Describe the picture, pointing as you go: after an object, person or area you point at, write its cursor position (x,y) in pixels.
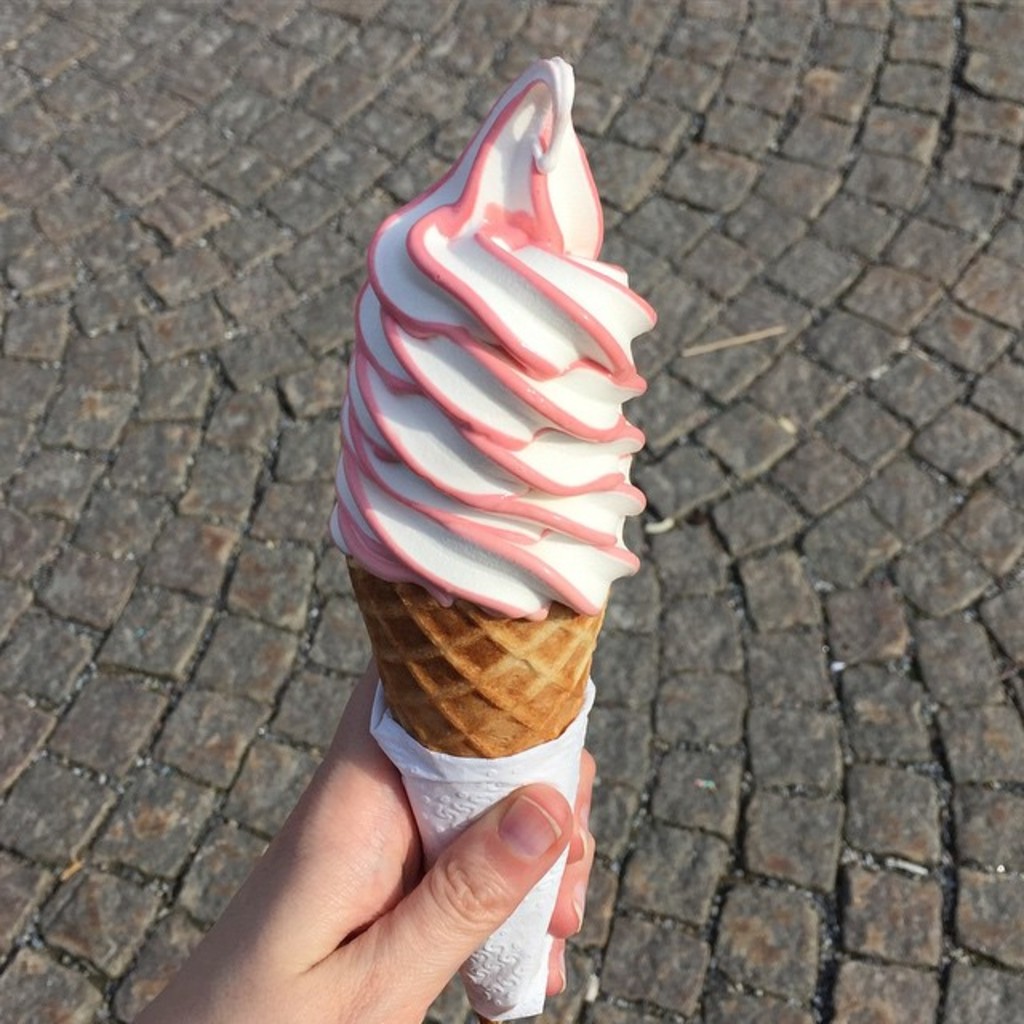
In this image I can see an ice cream (413,684) in the hand (575,878) of a person (308,994). I can also see a white colour tissue paper (433,768) around the ice cream (433,705). On the right side of this image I can see an object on the ground (712,317).
